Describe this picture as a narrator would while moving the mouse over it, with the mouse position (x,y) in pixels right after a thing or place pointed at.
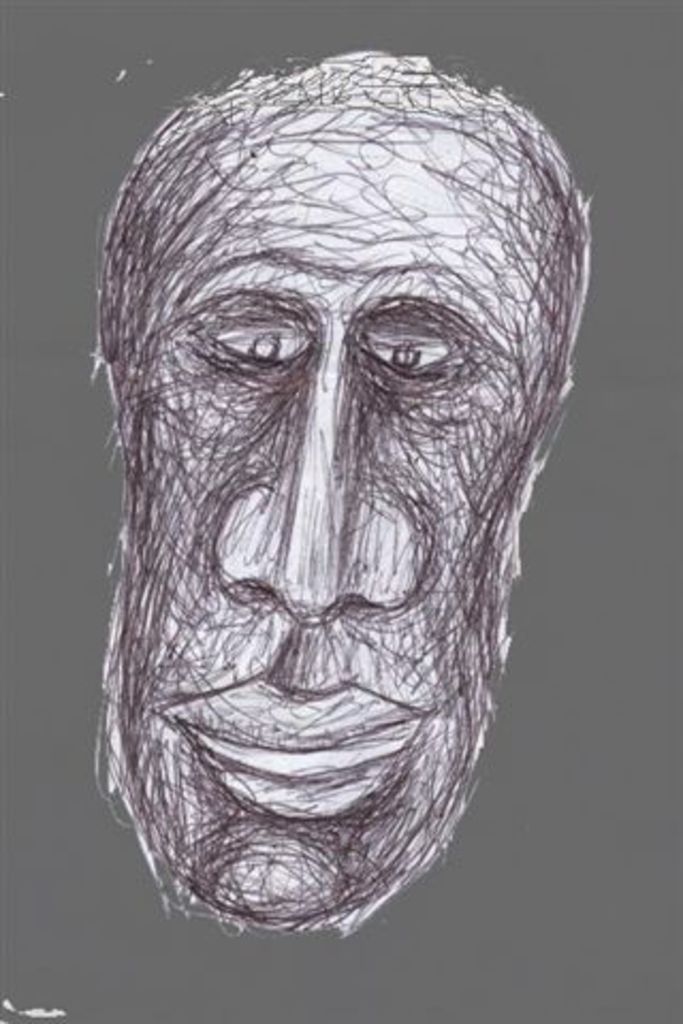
In the image we can see there is a cartoon style pencil sketch (311,429) of a person's face (317,689).
